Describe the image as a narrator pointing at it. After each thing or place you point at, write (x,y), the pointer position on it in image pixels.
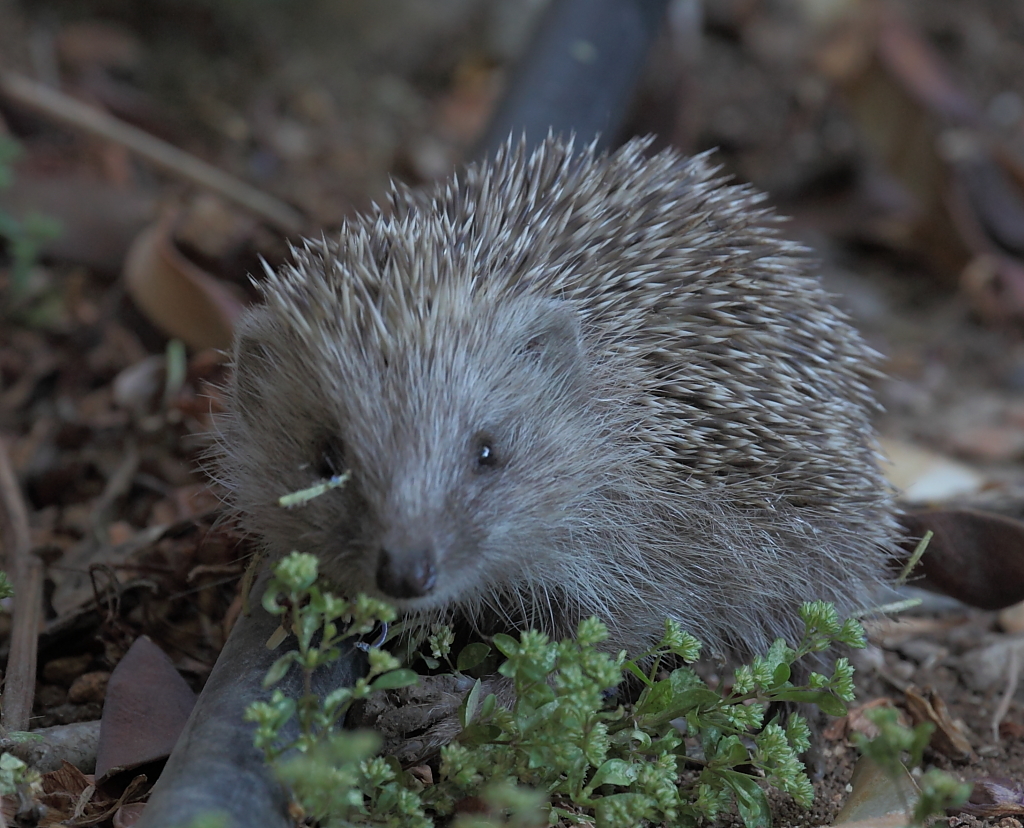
In this image we can see a hedgehog (572,486) on an object (328,674). At the bottom of the image (644,692) there are tiny plants (604,779) and other objects (865,765). In the background of the image (35,3) there is a blur background (945,23).
